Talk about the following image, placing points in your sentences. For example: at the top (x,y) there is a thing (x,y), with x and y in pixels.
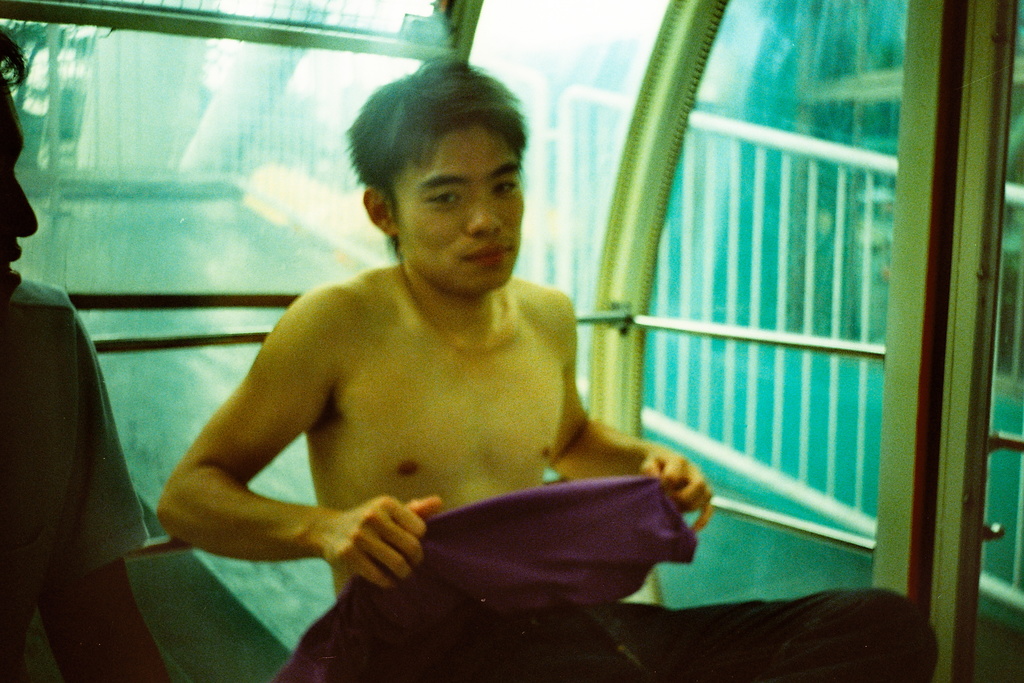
In this image, we can see two people (188,494). In the middle (426,419), a person (433,443) is holding a cloth (515,550) and sitting. Background (809,233) we can see glass (583,152), few rods (642,176). Through the rods (610,421) we can see the outside view (825,228). Railing (779,135), some house (66,117), trees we can see.
